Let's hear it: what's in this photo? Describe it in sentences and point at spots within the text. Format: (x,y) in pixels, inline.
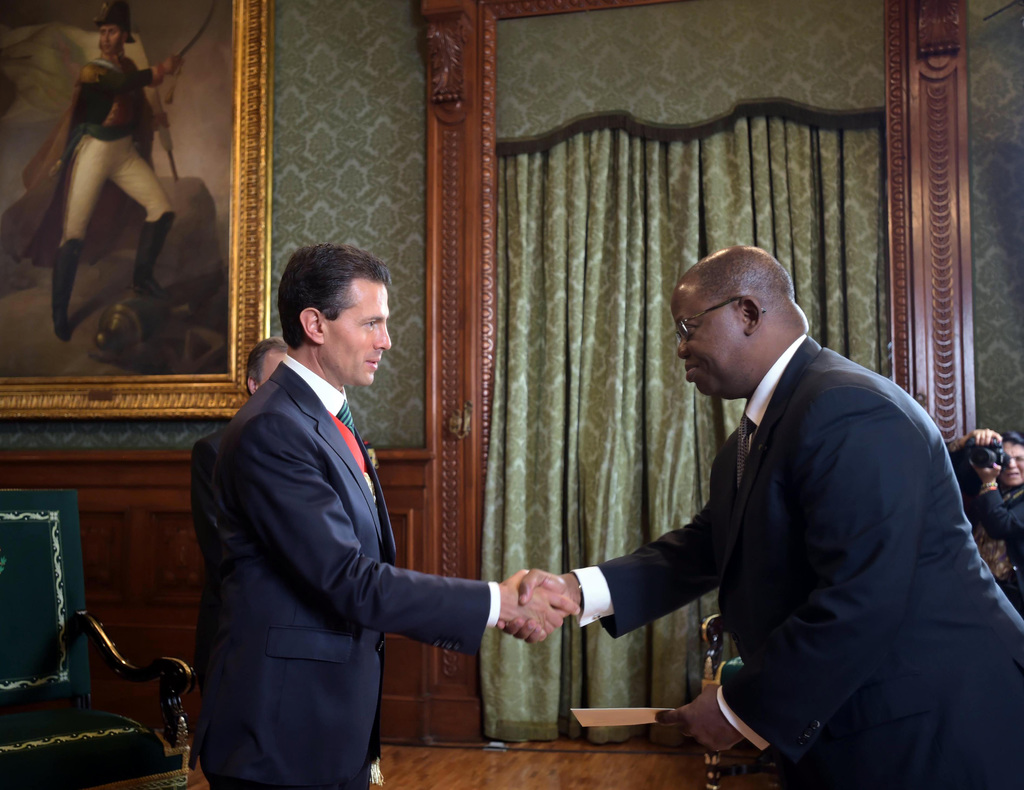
In this image i can see two men (908,600) are standing and shaking hands (565,580) together.
